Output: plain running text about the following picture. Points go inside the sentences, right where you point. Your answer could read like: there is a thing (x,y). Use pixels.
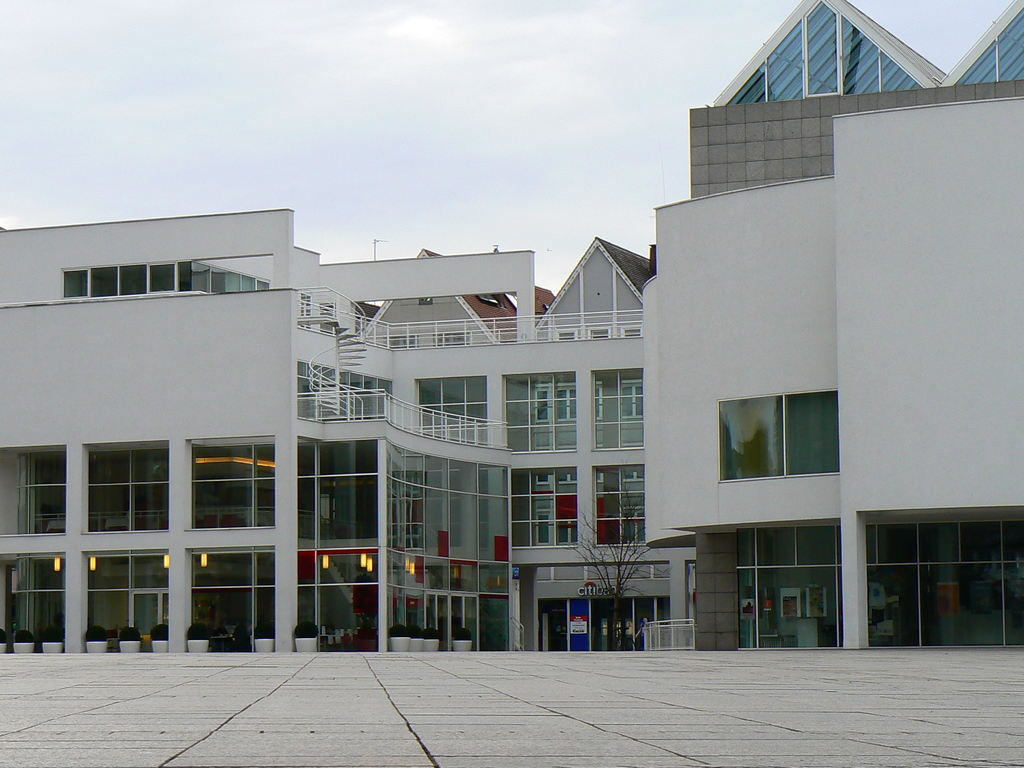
In this image we can see a building (237,382). On the building (361,454) we can see the windows (568,433) with glass (757,444). Inside the building (224,586) we can see the lights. In front of the building (642,580) we can see the plants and a tree (612,587). At the top (289,45) we can see the sky (306,114).
